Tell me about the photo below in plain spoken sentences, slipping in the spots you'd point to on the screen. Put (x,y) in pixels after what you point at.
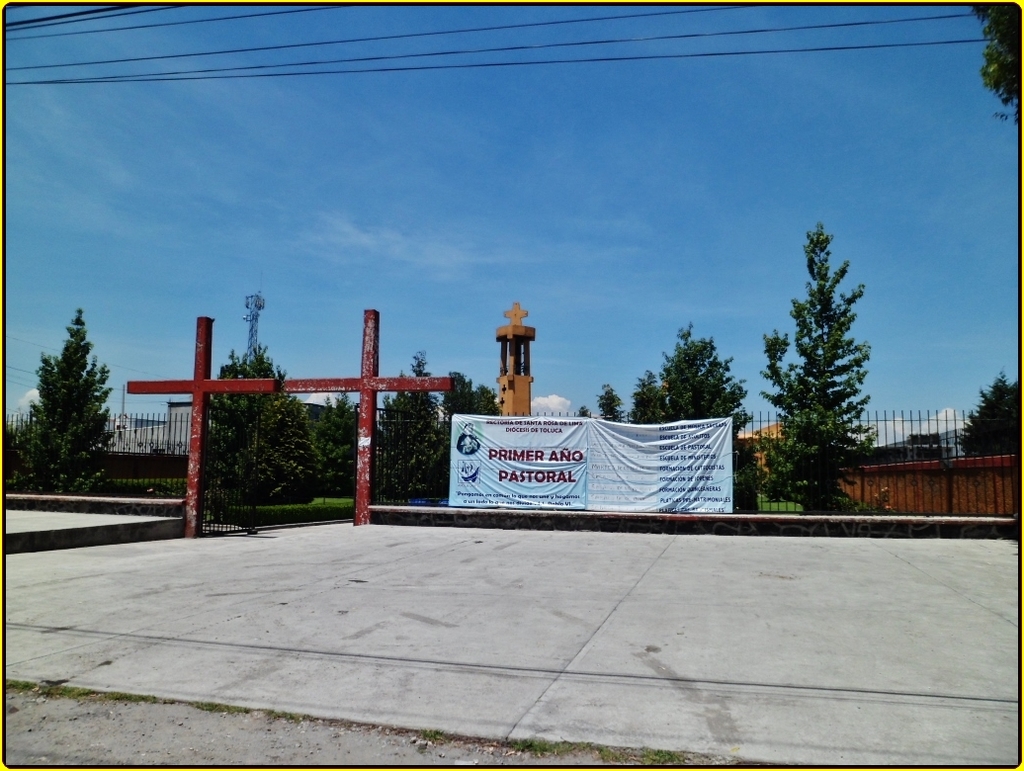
In this picture I can see banners (518,453) at the center (531,471), in the background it looks like a pillar (518,387). On the right side (943,460) there is a wall (1004,460), at the top (614,162) there is the sky (594,173).
